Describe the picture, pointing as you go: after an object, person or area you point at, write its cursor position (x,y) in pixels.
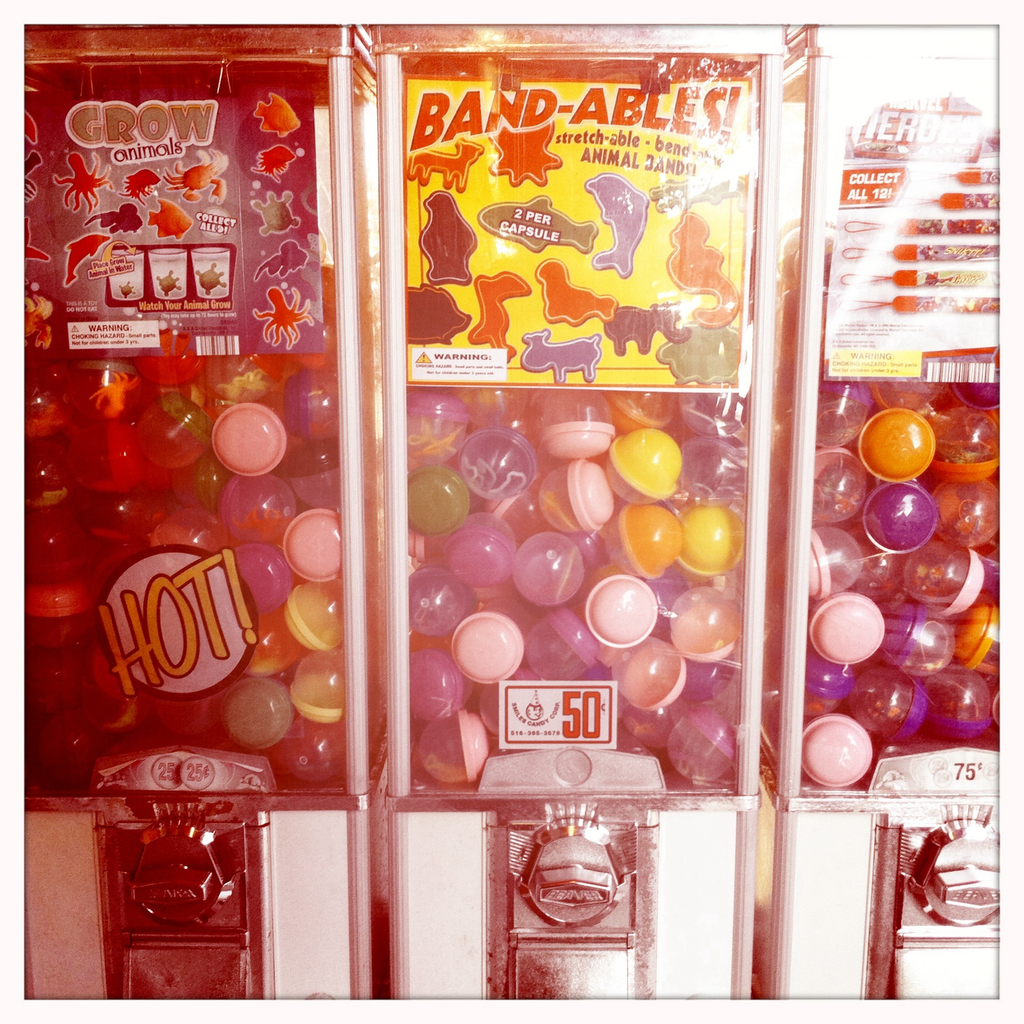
This image consists of machine (571,938). In which there are boxes (713,667). And poster (88,329) are pasted on the machines (64,55).
